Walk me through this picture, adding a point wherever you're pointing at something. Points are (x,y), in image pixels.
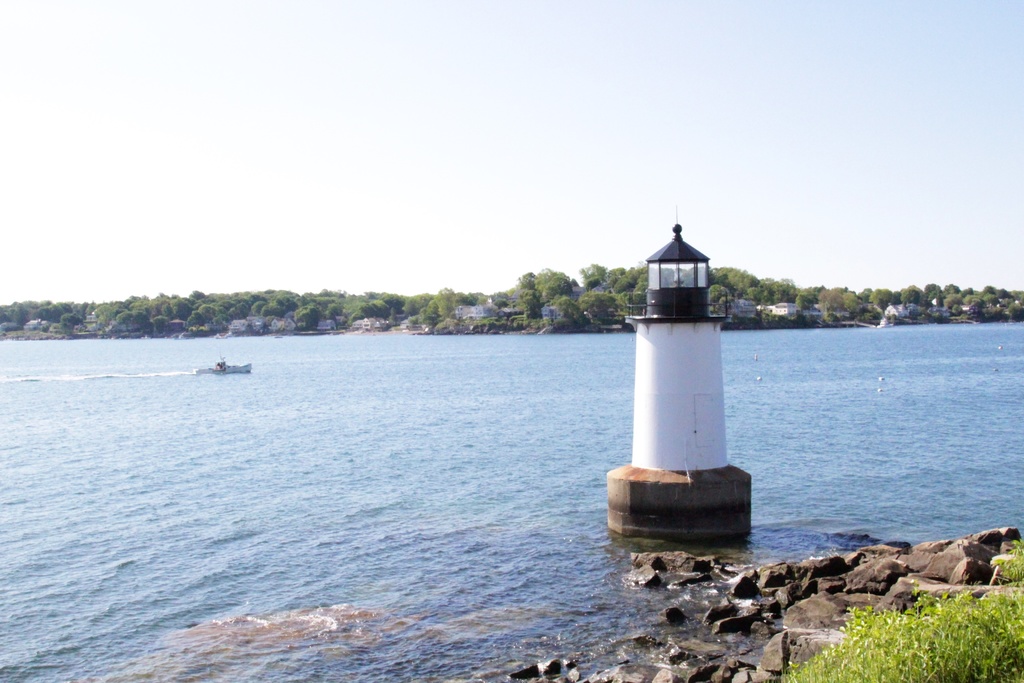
In this picture I can observe lighthouse (669,306) on the right side (699,289). On the left side (215,365) I can observe boat (229,368) in an ocean (383,464). In the background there are trees (319,302) and sky (352,194).
